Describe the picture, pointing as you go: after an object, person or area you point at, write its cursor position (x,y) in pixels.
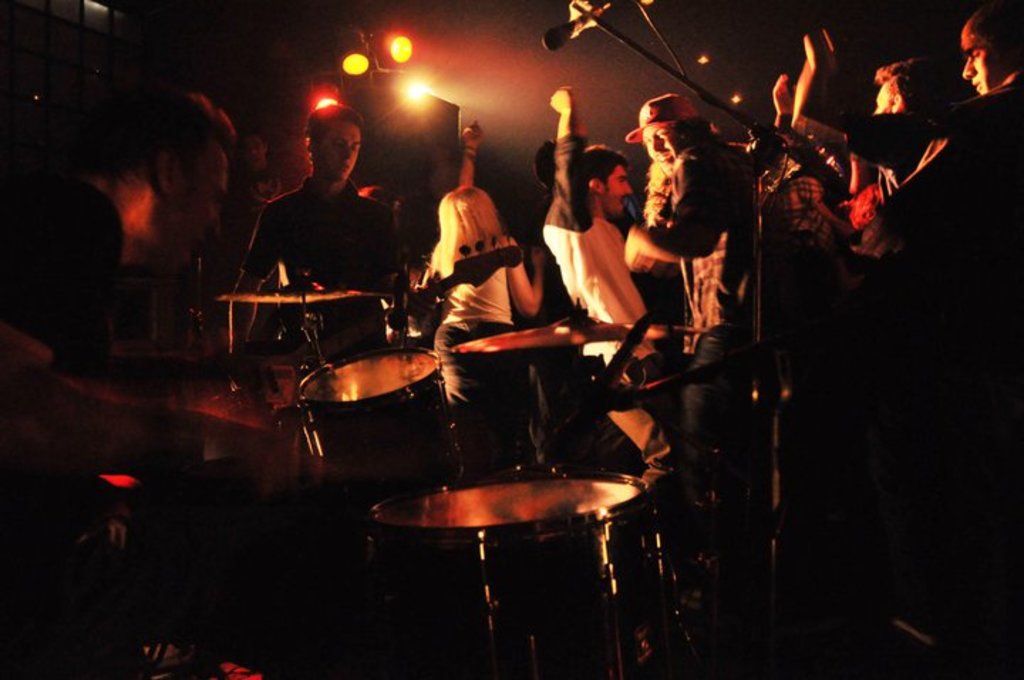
In this image we can see so many people (664,462) are dancing. On the left side of the image (79,221) there is a person (139,397) holding a stick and playing drums (527,625), beside him there is a person (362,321) playing guitar (487,265). At the top of the image (412,91) there are some lights (425,89).
